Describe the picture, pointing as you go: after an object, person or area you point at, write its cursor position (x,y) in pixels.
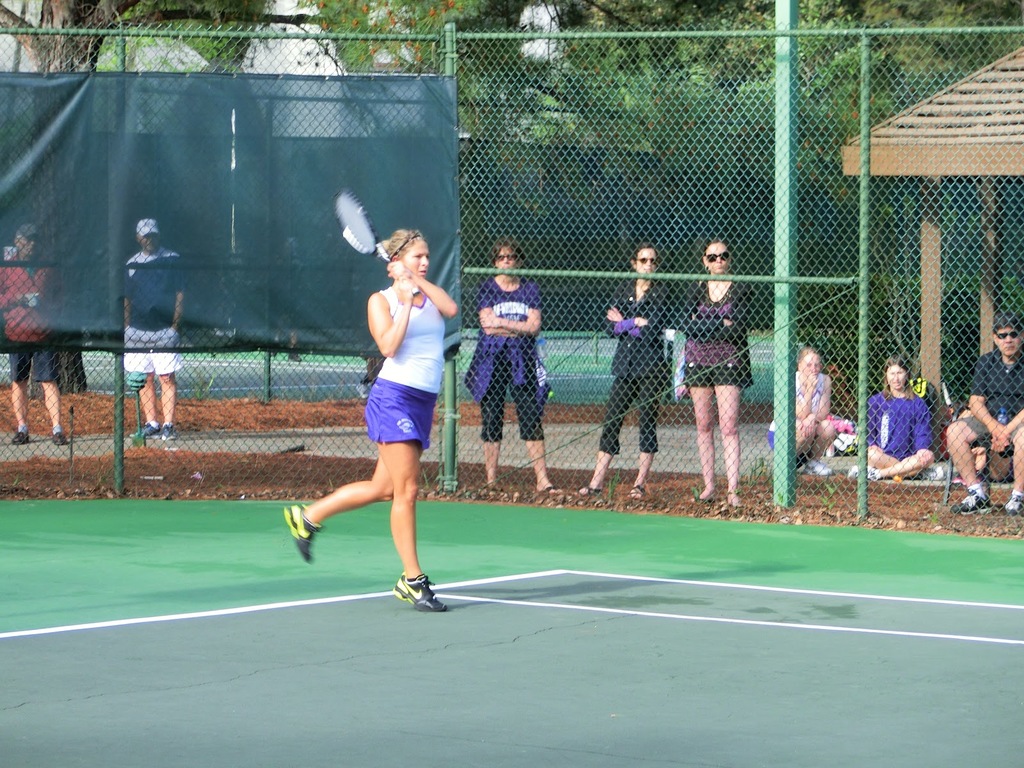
In this image there is a women (420,389), who is wearing a white t-shirt (424,333) and holding a tennis racket (355,226). At right side (1012,389) there is a man (998,393) sitting on the chair (945,449). A women (891,443) sat on the floor (886,491), besides her another woman (807,424) who is in squat position. There is a black cloth (243,212) which is attached to the fencing (705,138) of the pitch (903,565). Left side (19,317) there is a man (21,296) who is holding something, besides him there is a another man (170,265) who is wearing a white cap (144,233) and white shorts (152,348). This is a roof (1001,106) of a hut (974,116). Background (432,12) we can see trees (386,11).
